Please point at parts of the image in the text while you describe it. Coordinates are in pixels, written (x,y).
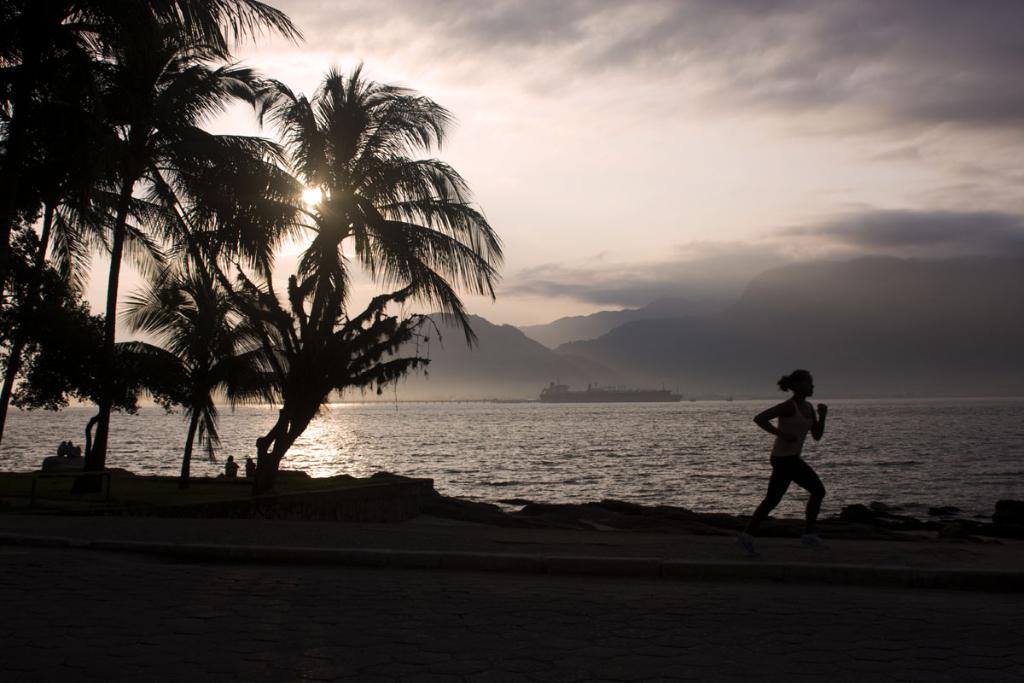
On the left side (25,37), there are trees (345,340) on the ground (426,489). On the right side (818,478), there is a person (794,484) running. In the background (826,481), there is a ship (616,400) on the water (905,425), there are mountains (827,319) and there are clouds (803,184) in the sky (660,137).
